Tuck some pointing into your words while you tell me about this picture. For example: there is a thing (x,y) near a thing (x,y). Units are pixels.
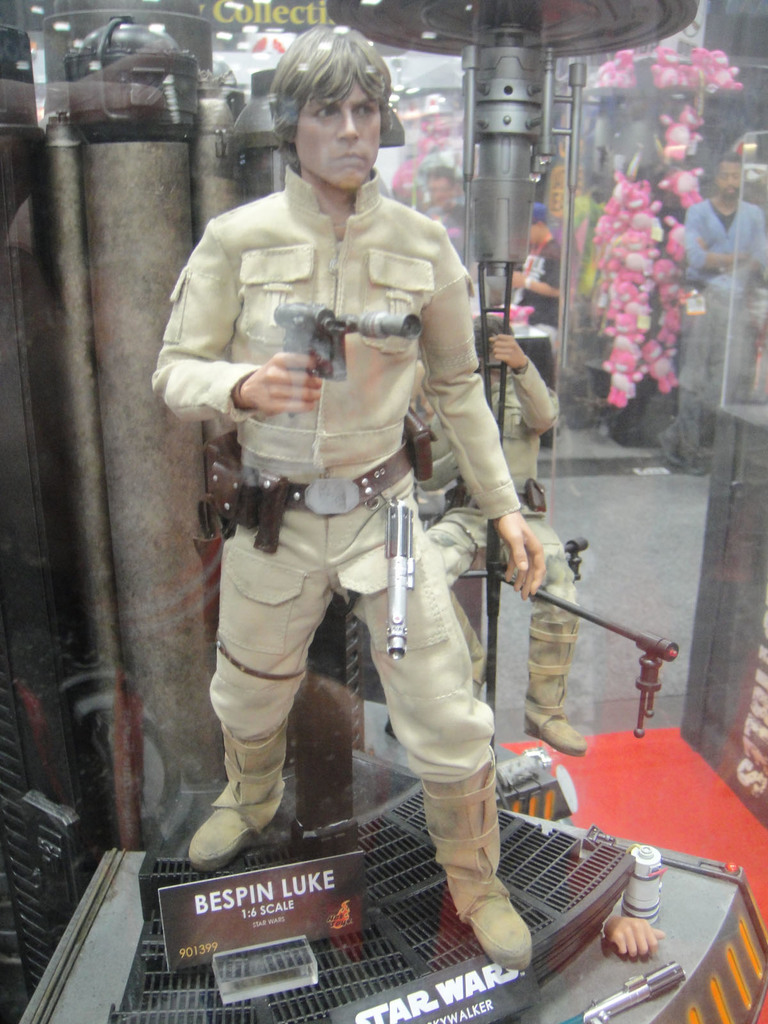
In this image I can see a toy (335,538) which is in the shape of the person (273,434) is holding a weapon (322,355). I can see the glass (609,435) and through the glass (544,456) I can see few toys (648,322) which are pink and cream in color and a person (701,267) standing.
